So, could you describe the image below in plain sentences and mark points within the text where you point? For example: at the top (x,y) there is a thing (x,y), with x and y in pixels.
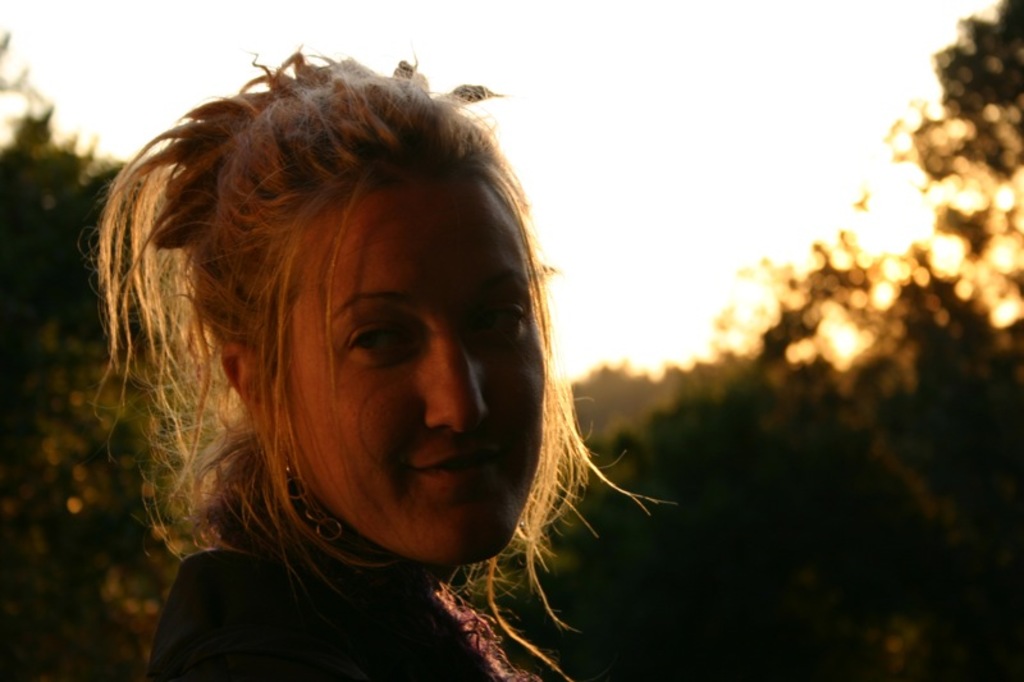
In this picture we can observe a woman (279,387). She is smiling. In the background (842,483) there are trees (128,433) and a sky (605,148).
